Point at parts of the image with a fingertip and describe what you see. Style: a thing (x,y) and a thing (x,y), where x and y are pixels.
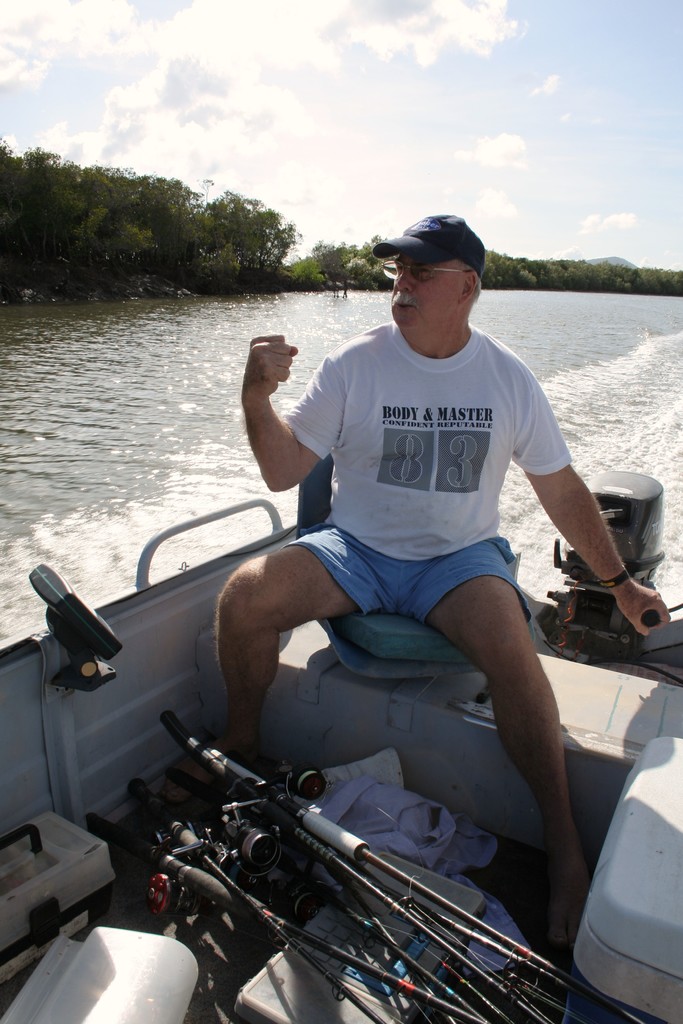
In this image there is one person (483,644) sitting in a boat (361,712) as we can see at bottom of this image (299,898) and there are some objects (305,847) kept in it, and there is a sea (146,419) in middle of this image (237,386) and there are some trees (255,237) in the background (360,263). There is a sky (356,80) at top of this image (399,121).
